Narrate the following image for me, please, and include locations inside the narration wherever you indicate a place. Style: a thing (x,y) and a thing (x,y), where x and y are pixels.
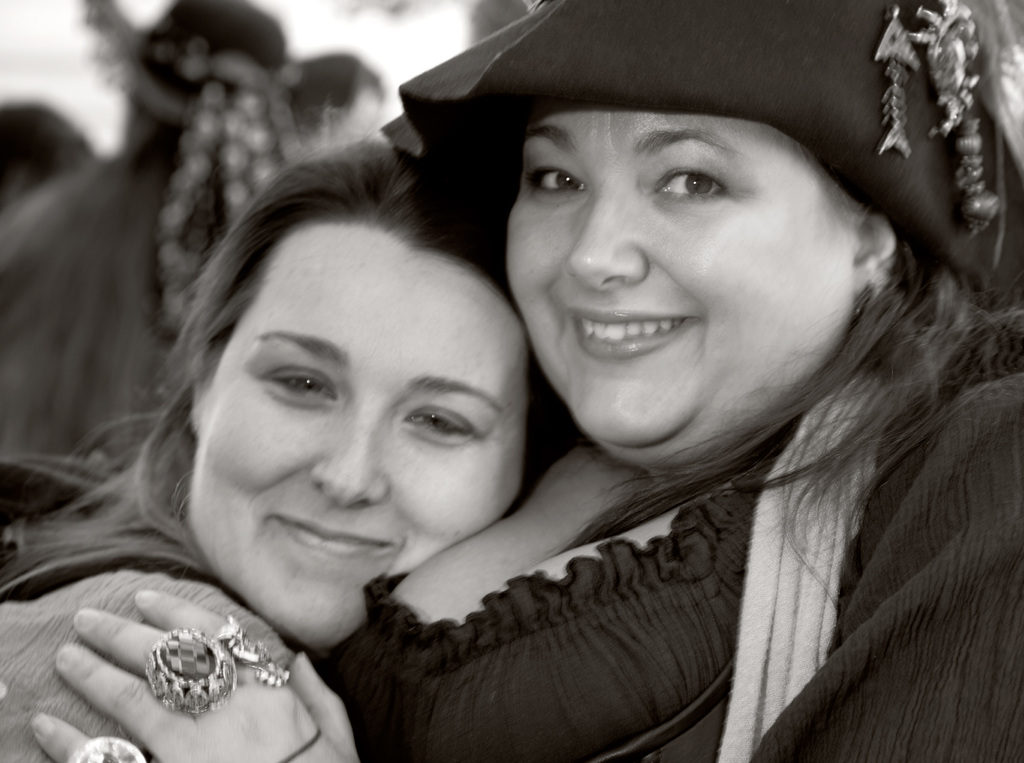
In this image we can see people (540,469) with a smiling face (423,349).
